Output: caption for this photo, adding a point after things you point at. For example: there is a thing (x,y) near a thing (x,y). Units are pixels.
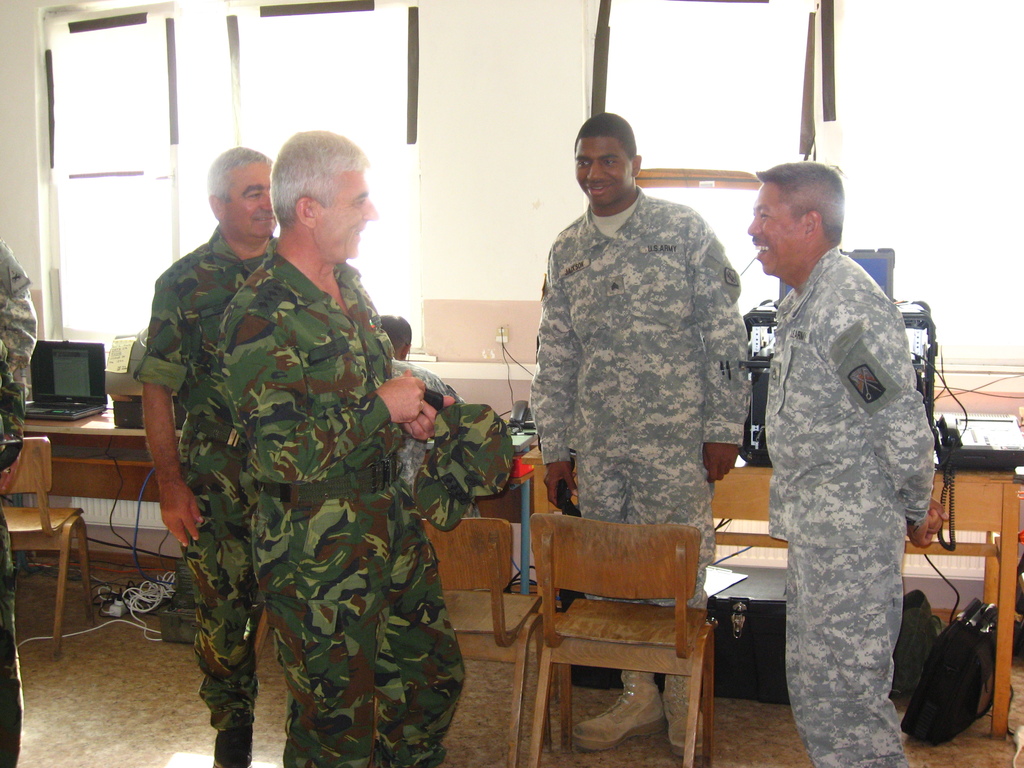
This picture is clicked inside the room (517,502). here, we see four men (355,490) in uniform (203,405) are standing and laughing. In front of them, we see two chairs (544,608) and behind them, we see a table (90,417) on which monitor (88,348), landline phone (517,424) and bag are placed on it and behind that, we see a white wall (459,117) and windows (383,110).
